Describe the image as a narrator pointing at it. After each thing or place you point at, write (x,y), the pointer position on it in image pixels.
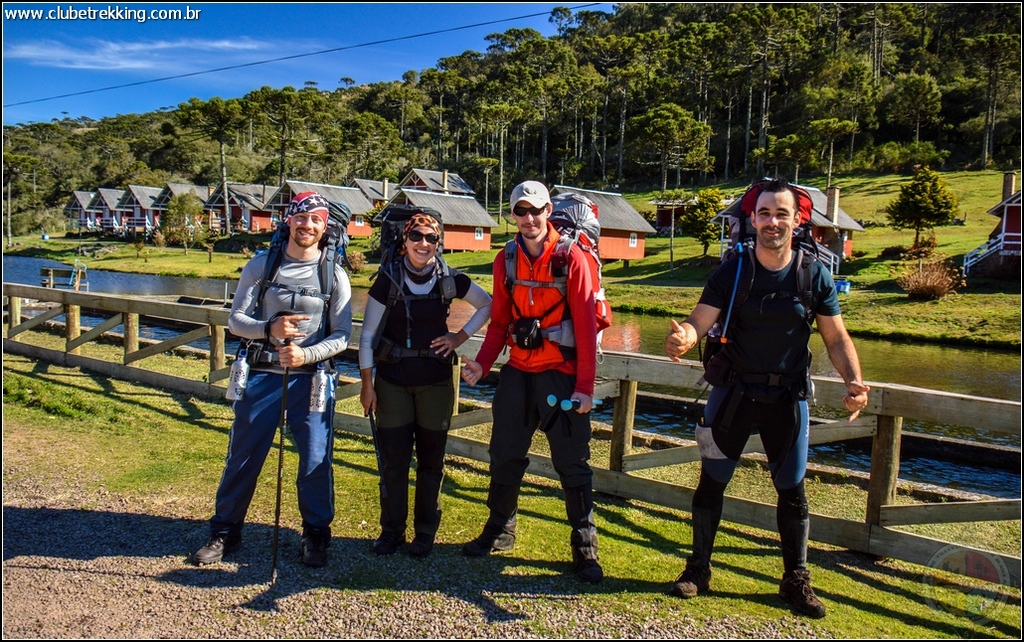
In the center of the image (520,302). There are people (695,563) standing wearing bags (391,300). At the bottom of the image (165,449) there is grass (152,475). In the background of the image (400,137) there are trees (817,116), houses (824,215). There is a wooden fencing (840,433). There is water (137,286).
